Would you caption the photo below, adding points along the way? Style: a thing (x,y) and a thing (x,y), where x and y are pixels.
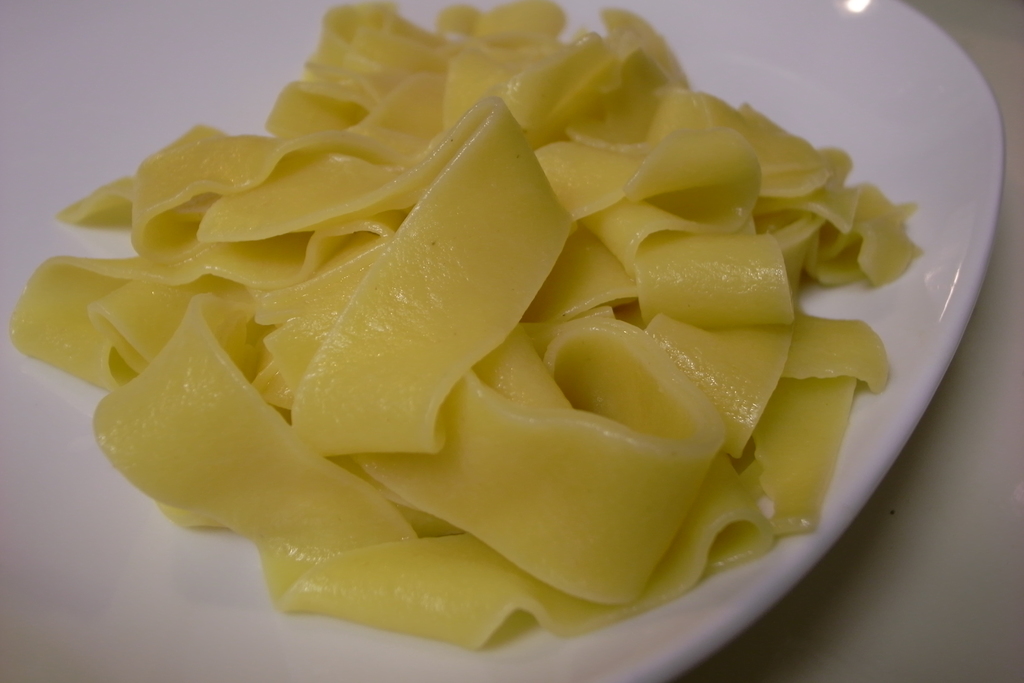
In this picture we can see food (430,373) and a plate (855,44) on the platform (945,585).
